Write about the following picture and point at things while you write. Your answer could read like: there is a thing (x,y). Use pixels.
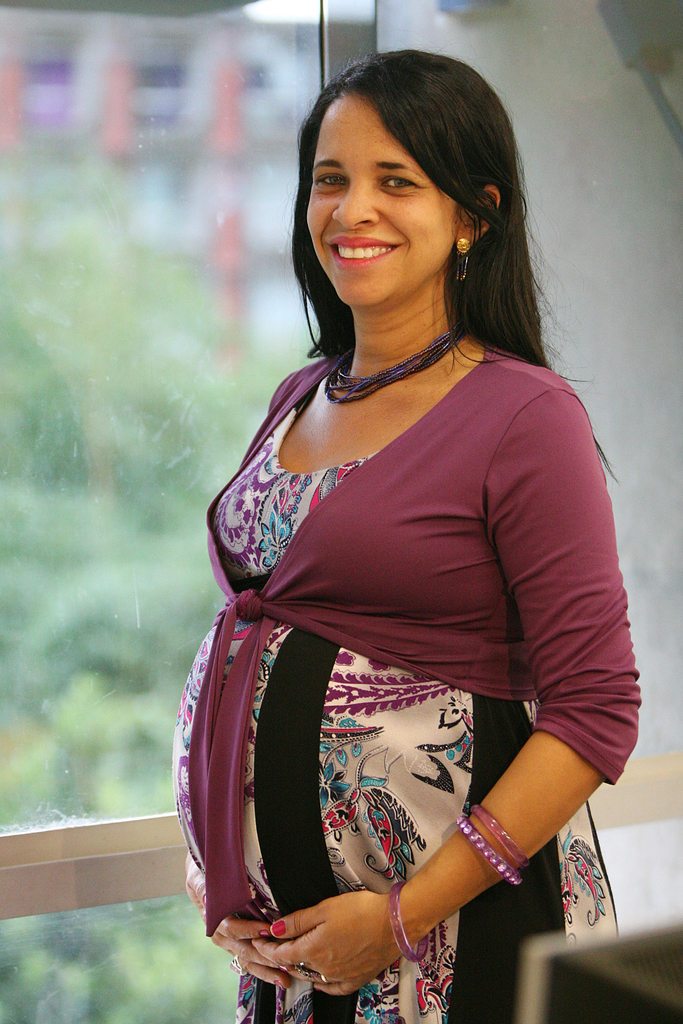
In this picture, there is a woman (385,641). She is wearing a floral print dress (266,839) and a shrug (472,552). In the background (261,246) there is a glass window (98,309). Through the glass (193,518), we can see the trees (191,369) and buildings (181,138).
